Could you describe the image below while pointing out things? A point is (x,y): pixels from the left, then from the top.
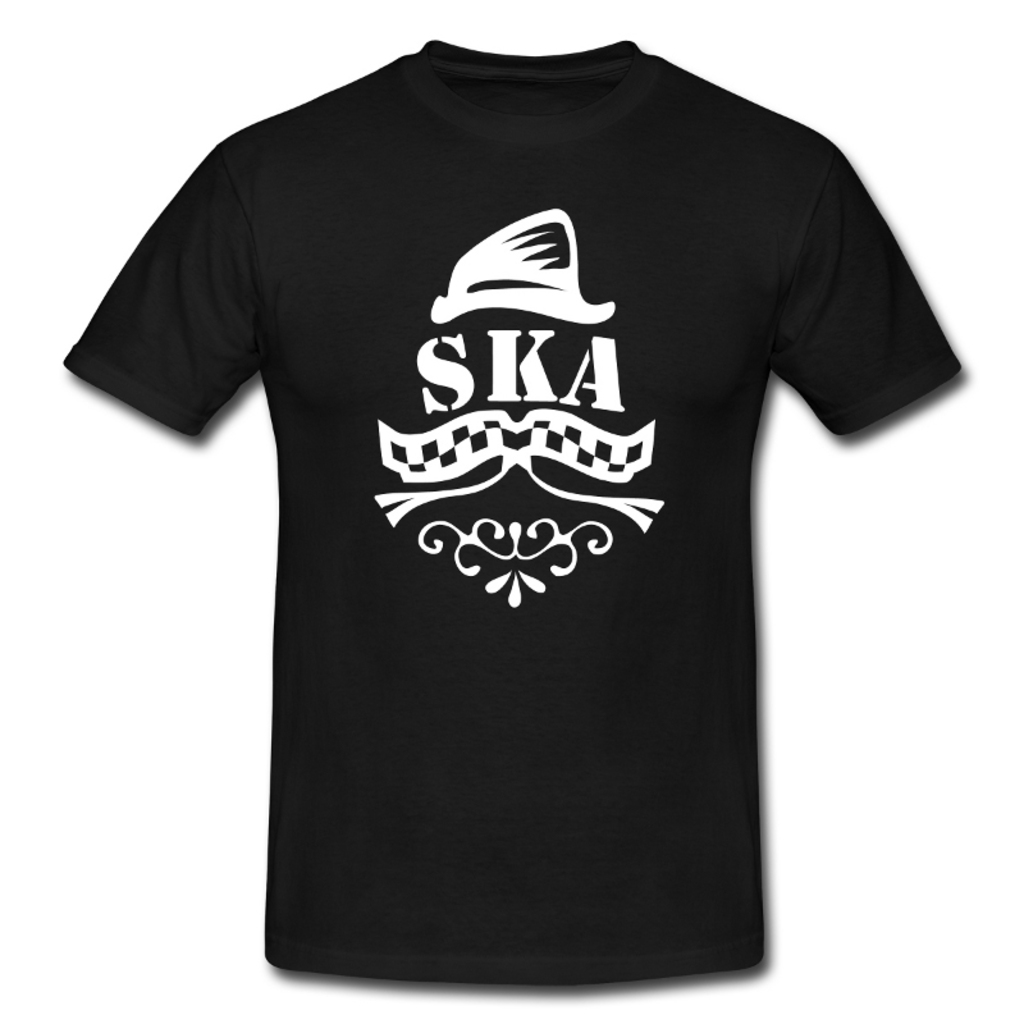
In the middle (664,369) I can see a black color t-shirt (587,955). The background (852,932) is white in color.
